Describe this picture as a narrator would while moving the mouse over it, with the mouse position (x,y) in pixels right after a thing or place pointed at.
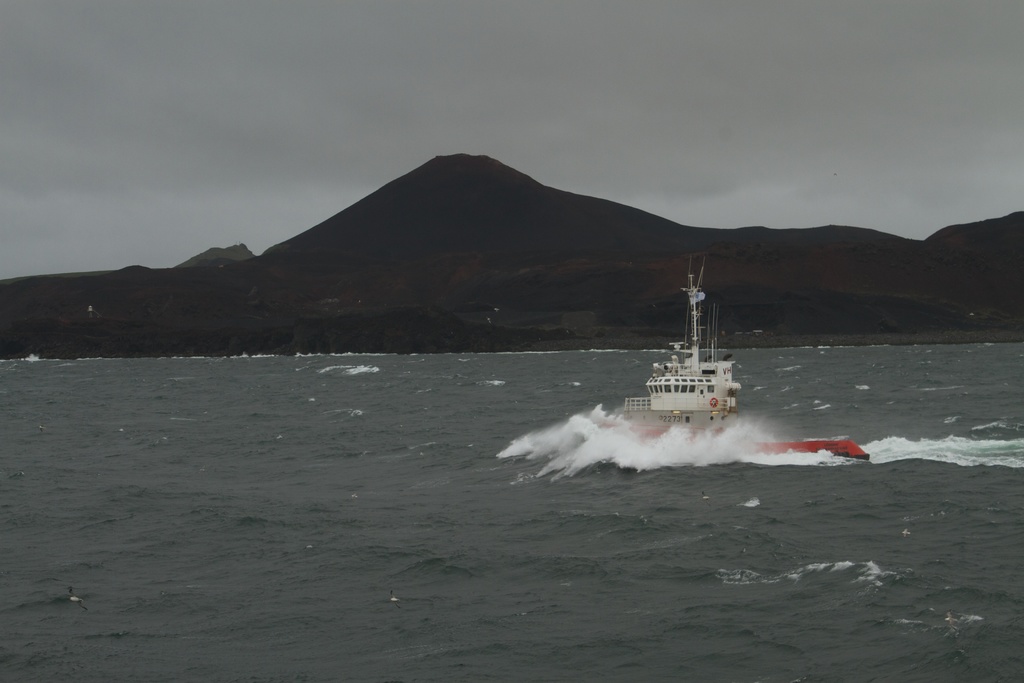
In this picture there is a ship (733,409) on the right side of the image (695,416), on the water (687,446) and there are mountains (574,198) in the background area of the image (518,239).
